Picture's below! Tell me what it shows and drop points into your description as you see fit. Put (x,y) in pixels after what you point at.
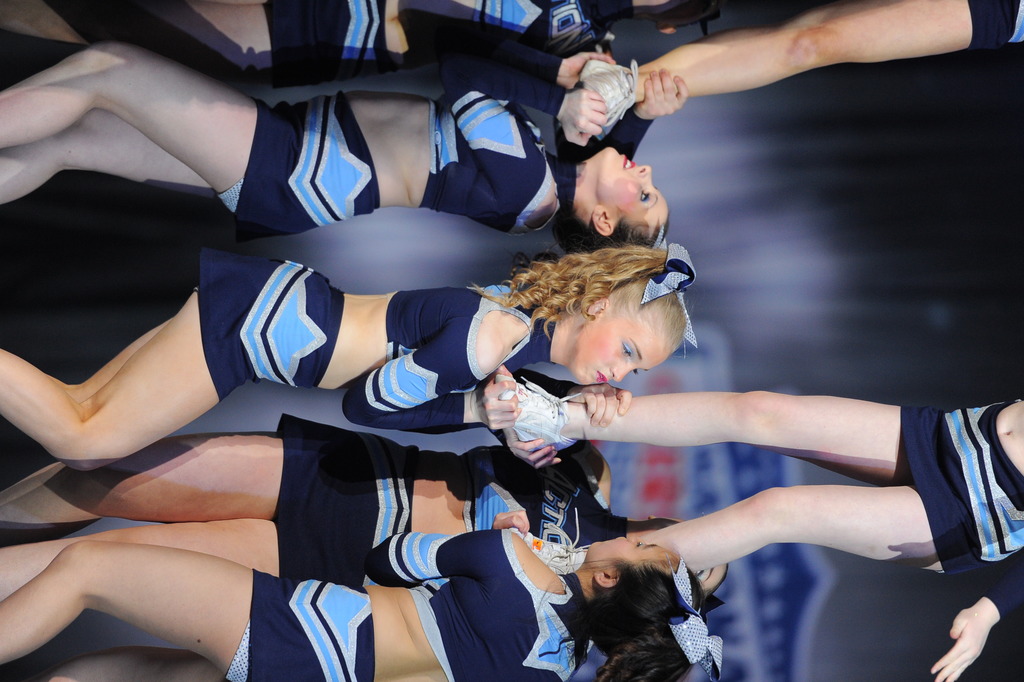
In this image there are groups of persons (492,481) standing, the background of the image (831,334) is blurred.
